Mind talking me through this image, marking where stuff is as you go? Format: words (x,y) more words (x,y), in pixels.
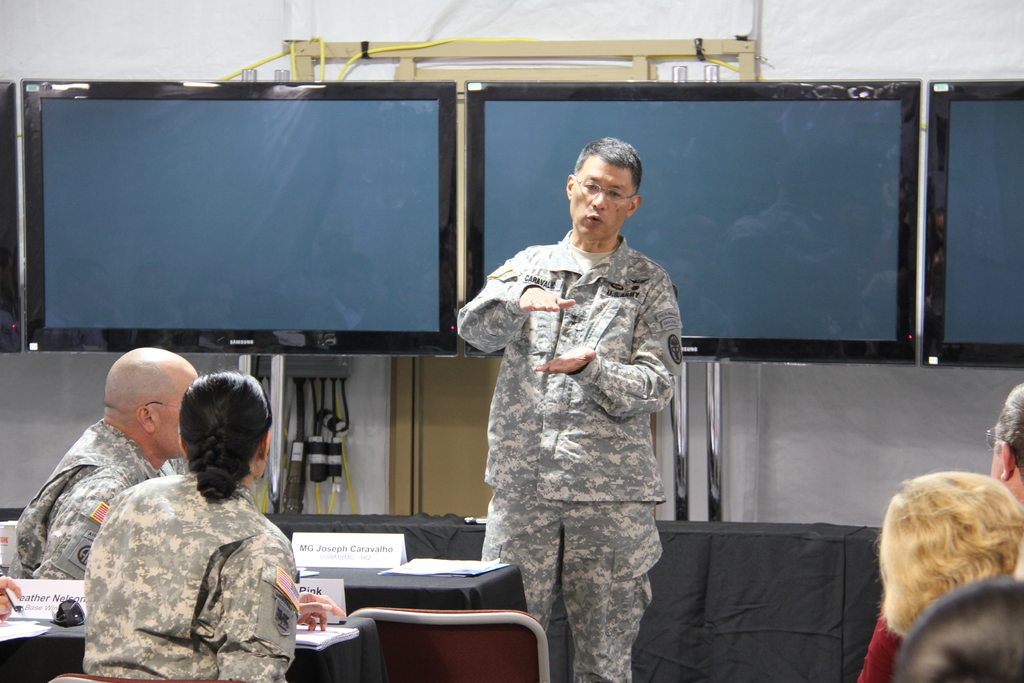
To the left side of the image (214,536) there are a few people (267,619) sitting on the chairs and in front of them there is a table (349,576) with name boards (342,556) and papers (457,574). In the middle of the image (572,295) there is a man (597,369) with uniform (601,496) is standing. Behind him there are screens (397,187). And behind the screens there is a white cloth (963,409). To the right bottom of the image (936,524) there are few people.
